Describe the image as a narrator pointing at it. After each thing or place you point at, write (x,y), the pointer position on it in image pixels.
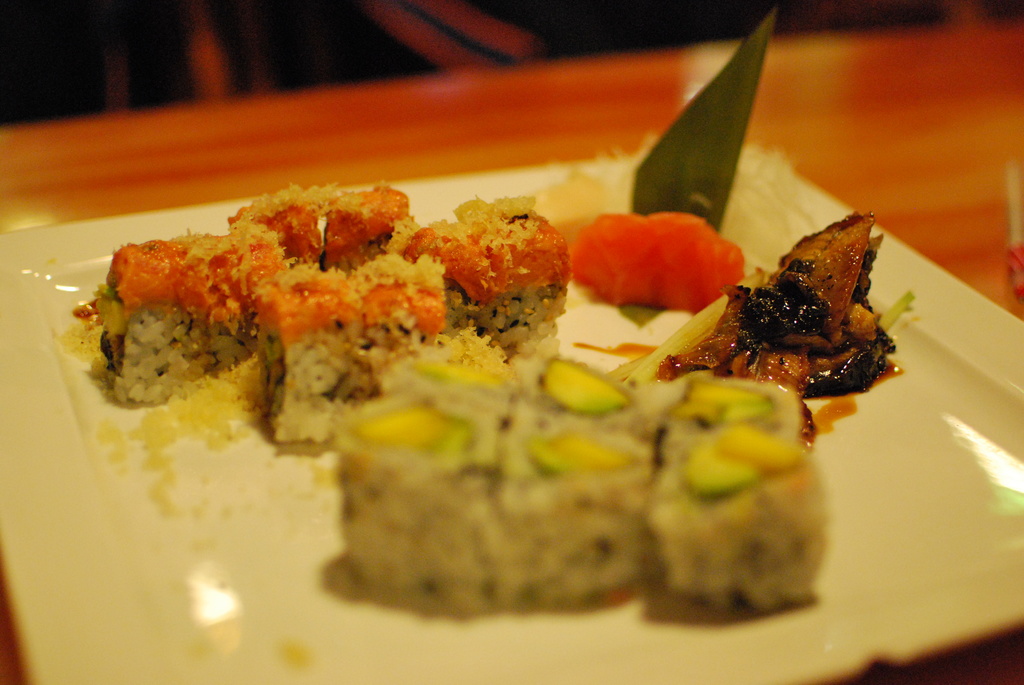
In this image we can see some food (551,375) in plate (588,359) placed on the table (819,120).
